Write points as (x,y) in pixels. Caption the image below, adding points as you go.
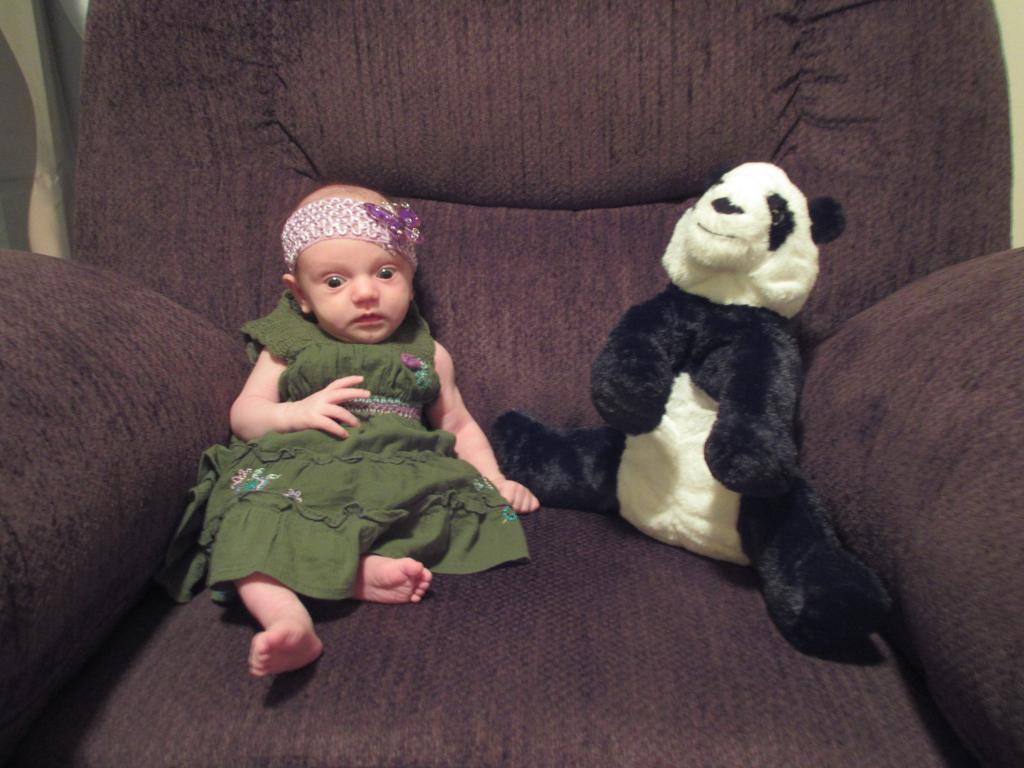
In this image we can see a baby (433,459) and a doll (640,448) on the brown color sofa (221,147).
